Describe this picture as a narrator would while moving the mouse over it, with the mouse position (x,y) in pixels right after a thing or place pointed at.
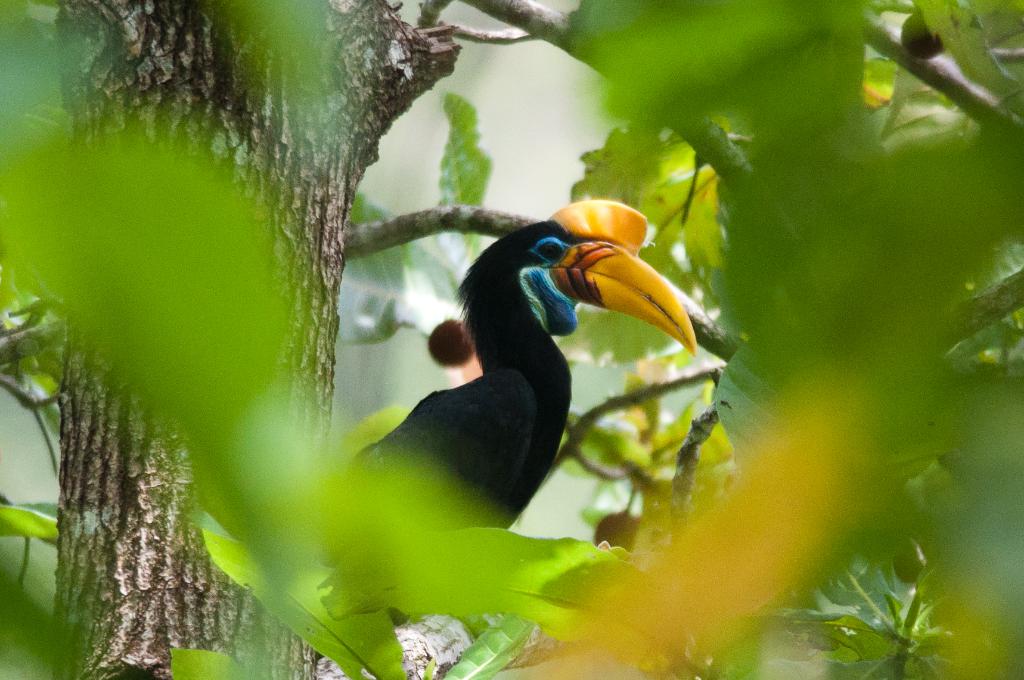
This image consists of a bird (519,319) in black color. The beak (596,256) is in yellow color. It is sitting on a tree (84,405). On the left (211,327) and right, there are green leaves (181,194). The background (21,354) is blurred.
